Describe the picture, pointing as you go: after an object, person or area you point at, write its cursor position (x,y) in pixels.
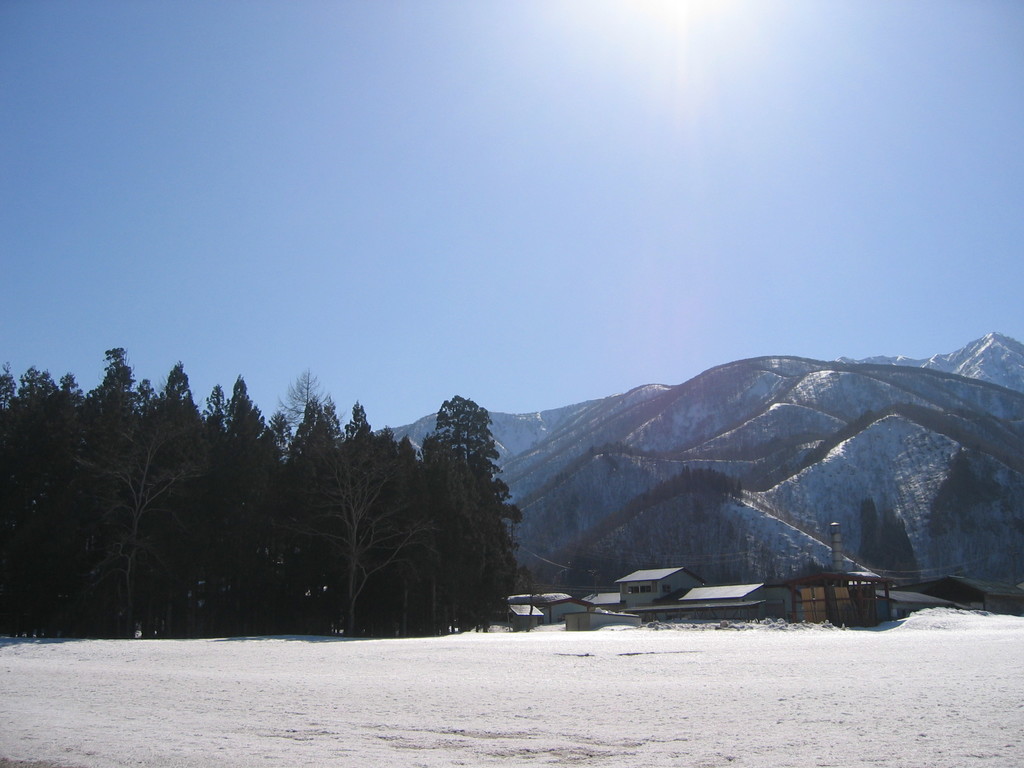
In this picture I can see the snow (369,690) in front (374,744) and in the middle of this picture (428,454) I see the trees (209,559) and the building (684,587) and in the background (688,411) I see the mountains (688,411) and the sky (374,166).
